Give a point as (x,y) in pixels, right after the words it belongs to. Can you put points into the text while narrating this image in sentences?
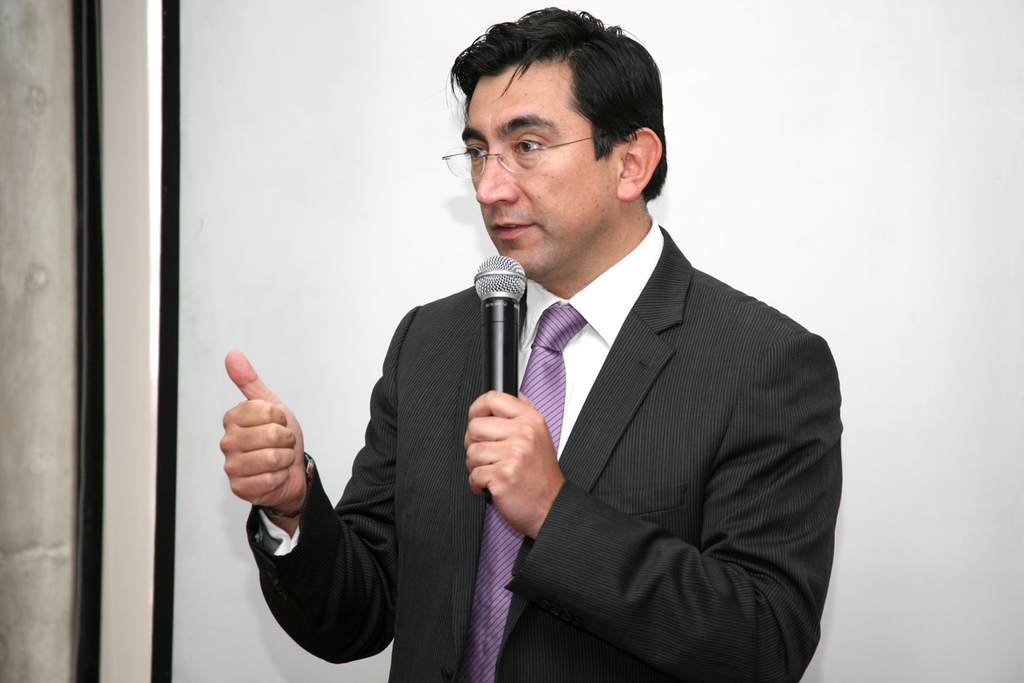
In this image, we can see a person (555,118) holding a microphone (488,495). We can see a white background (1003,299). We can see a black colored object (84,247) on the left (96,18).
